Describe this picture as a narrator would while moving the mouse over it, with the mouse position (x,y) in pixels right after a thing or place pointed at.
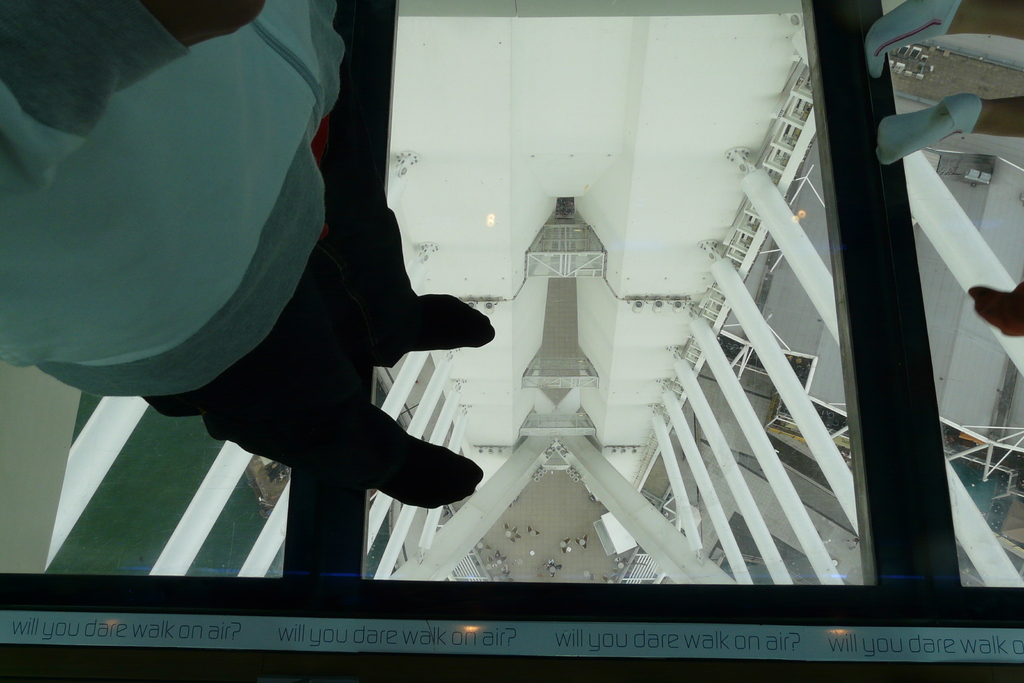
At the bottom of the image (268,638) there is some text (419,645) on the wooden plank (297,632), in front of the image there is a person (260,317) standing on the glass (401,405), on the top right of the image (915,134) we can see the feet (908,11) of a person (920,122), through the glass (697,393) we can see there are pillars (719,370), metal rods (719,355) and a few people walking and there is a wall (536,231).
